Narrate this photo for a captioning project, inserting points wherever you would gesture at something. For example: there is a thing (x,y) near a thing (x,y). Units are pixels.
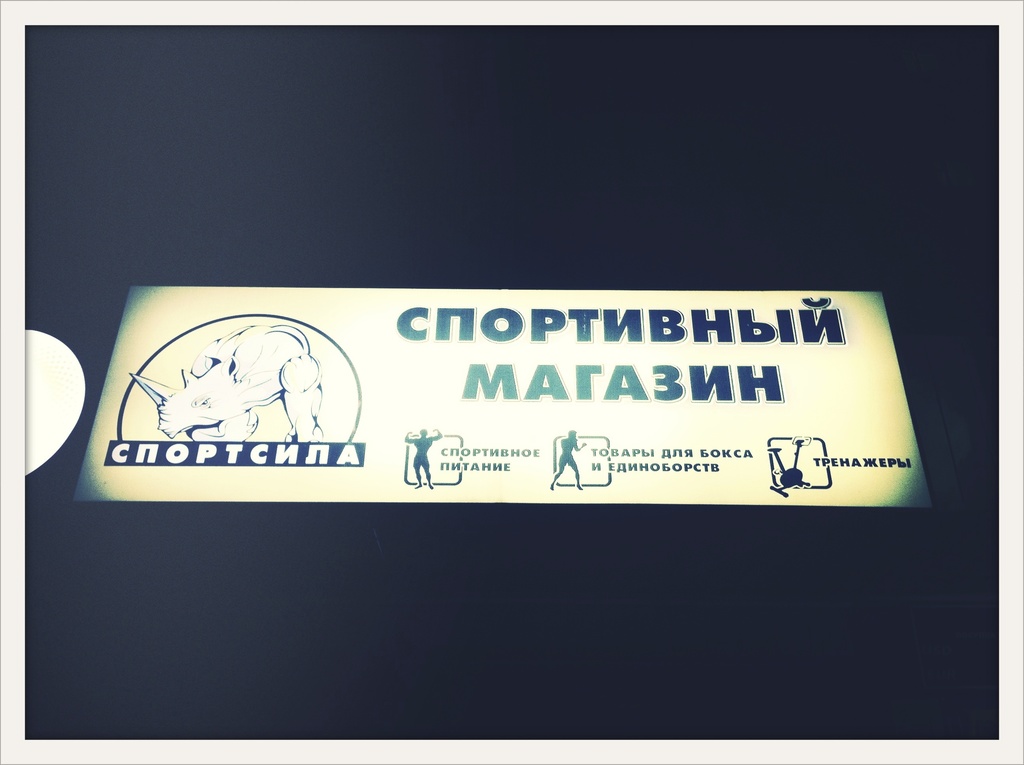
In the center of the image (621,378) there is an advertisement board (522,471).
